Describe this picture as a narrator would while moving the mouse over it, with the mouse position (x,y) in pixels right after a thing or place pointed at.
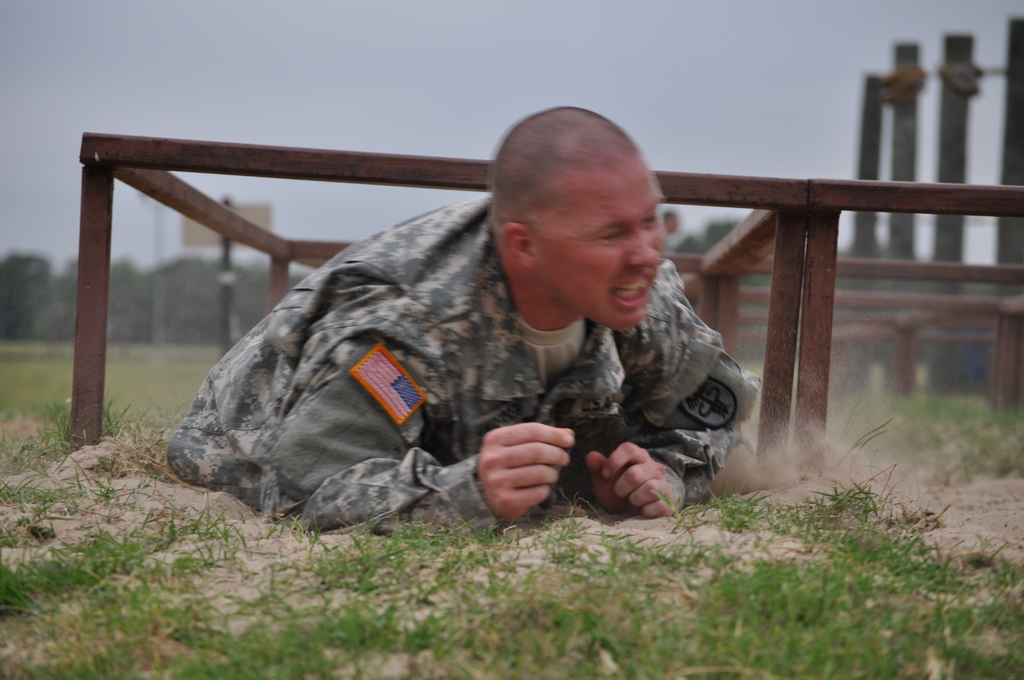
In front of the image there is a person (426,515) lying on the grass (605,564). Behind him there is a metal fence (810,324). There is a person (668,247) standing. In the background of the image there is a board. There are trees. At the top of the image (352,43) there is sky (352,43).
